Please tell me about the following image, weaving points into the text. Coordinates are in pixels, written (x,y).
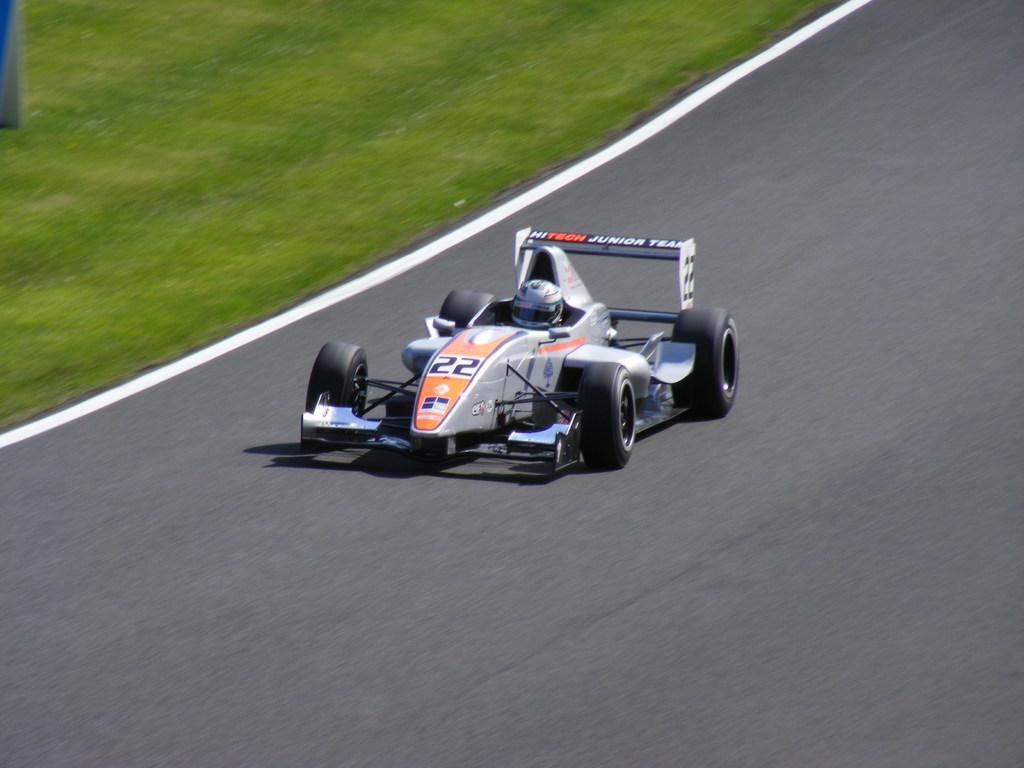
In this image there is a vehicle (550,417) on the road (386,612). A person (546,310) is sitting in the vehicle (517,335). He is wearing a helmet (532,298). Left top there is grassland (229,122).
